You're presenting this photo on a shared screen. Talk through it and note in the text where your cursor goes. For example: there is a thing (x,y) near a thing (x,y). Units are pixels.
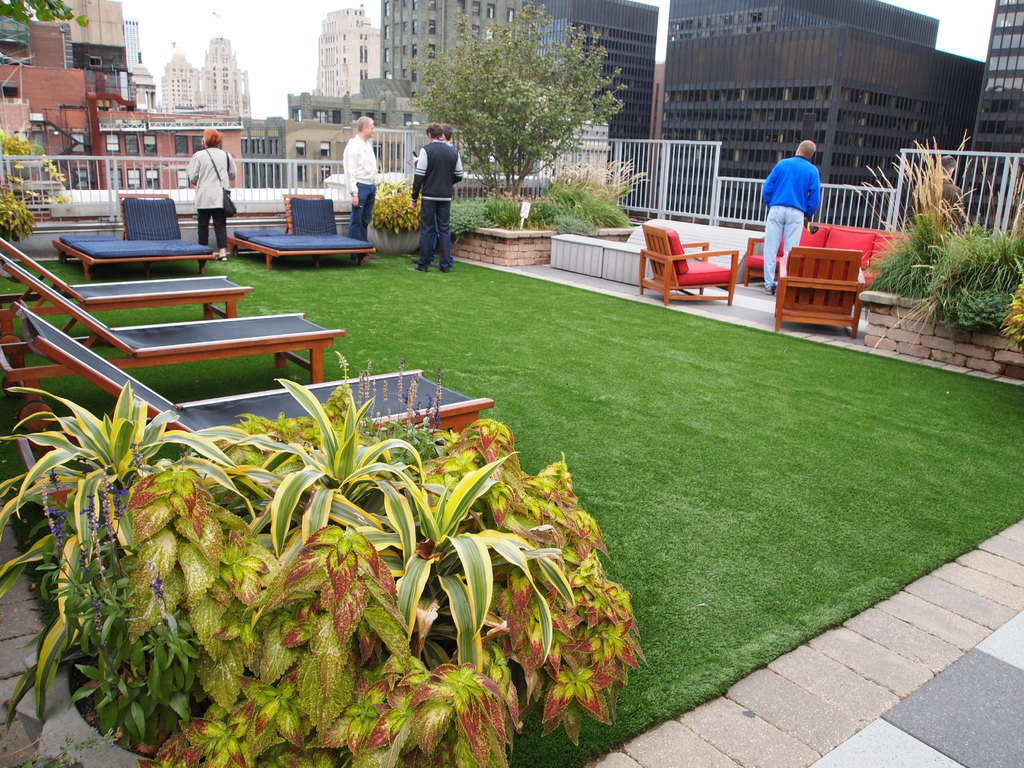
In this image I can see there are some persons (211,212) standing on the ground (736,368) and I can see sofa set (813,266) and chairs (724,276) visible on the ground (616,344) and I can see plants (478,625), trees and fence (30,188) in the middle (366,398), at the top (546,43) I can see the buildings (196,79) and the sky (185,40).
